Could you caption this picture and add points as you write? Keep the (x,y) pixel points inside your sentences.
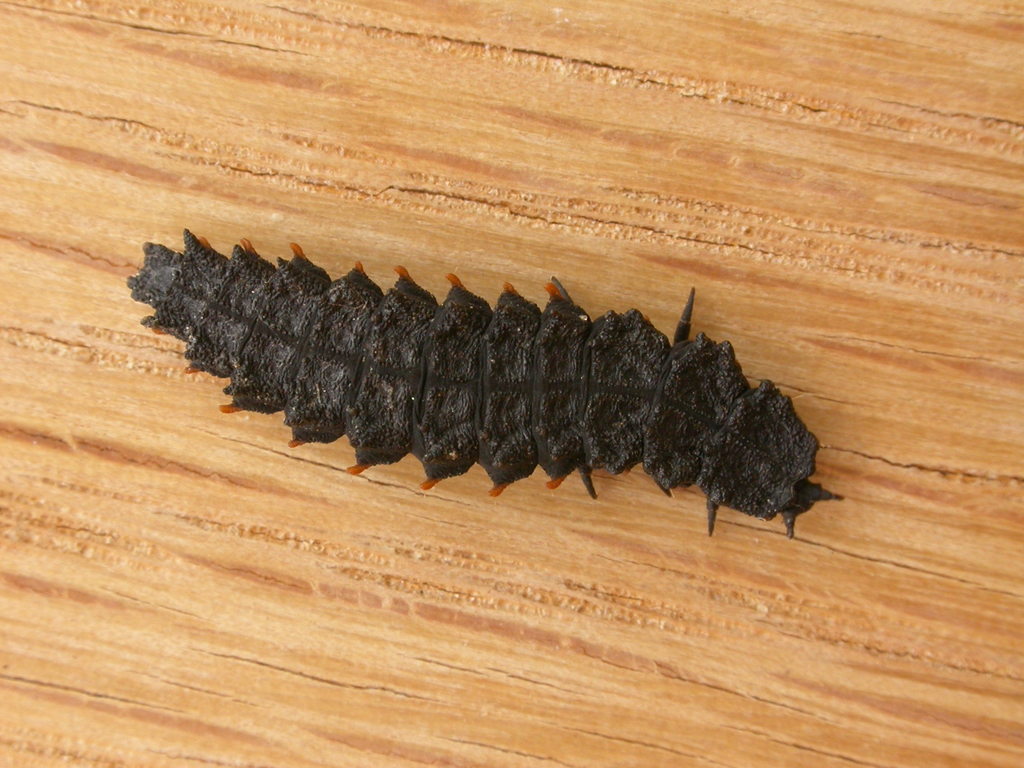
In this image we can see an insect (513,372) on a wood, Insect (473,387) is in the color of black.
